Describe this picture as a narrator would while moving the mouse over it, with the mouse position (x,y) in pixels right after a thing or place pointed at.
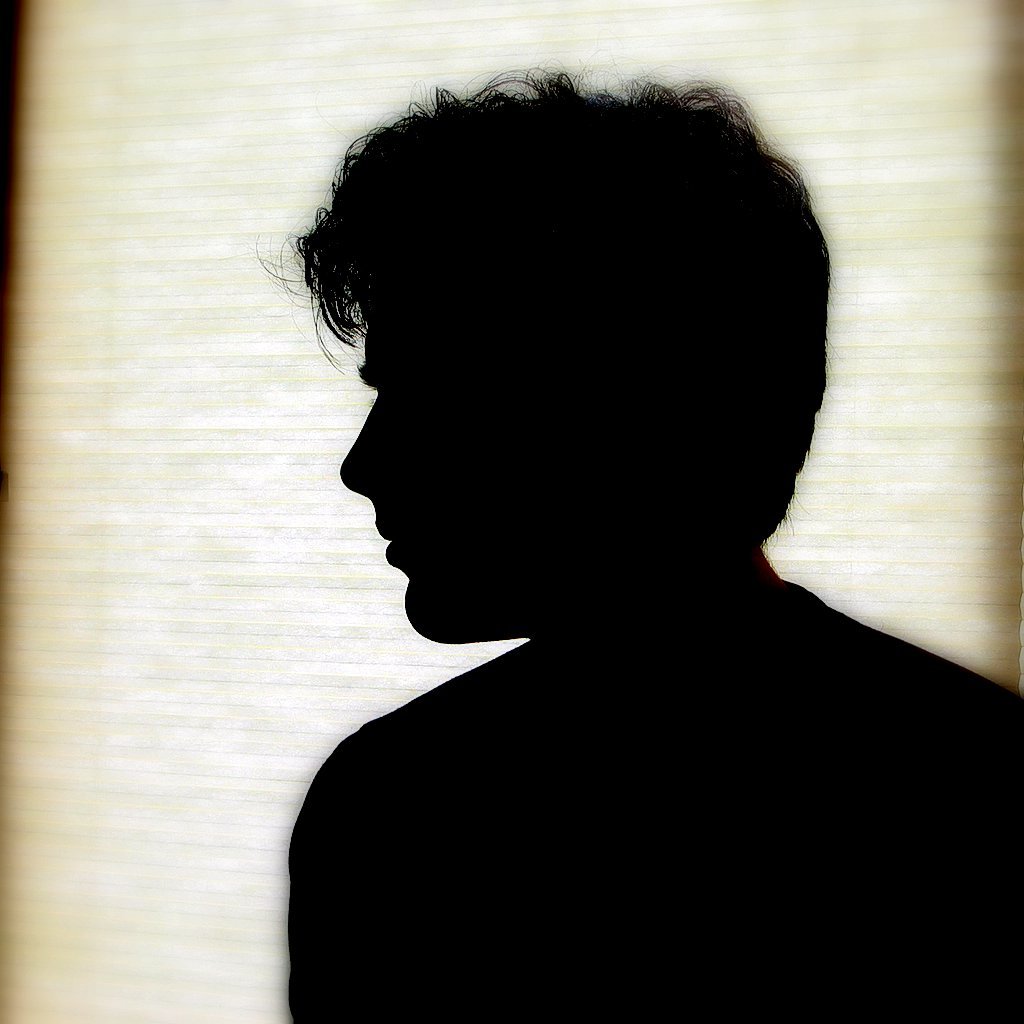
In this picture there is a man (766,296) who is standing near to the wall (248,864).
